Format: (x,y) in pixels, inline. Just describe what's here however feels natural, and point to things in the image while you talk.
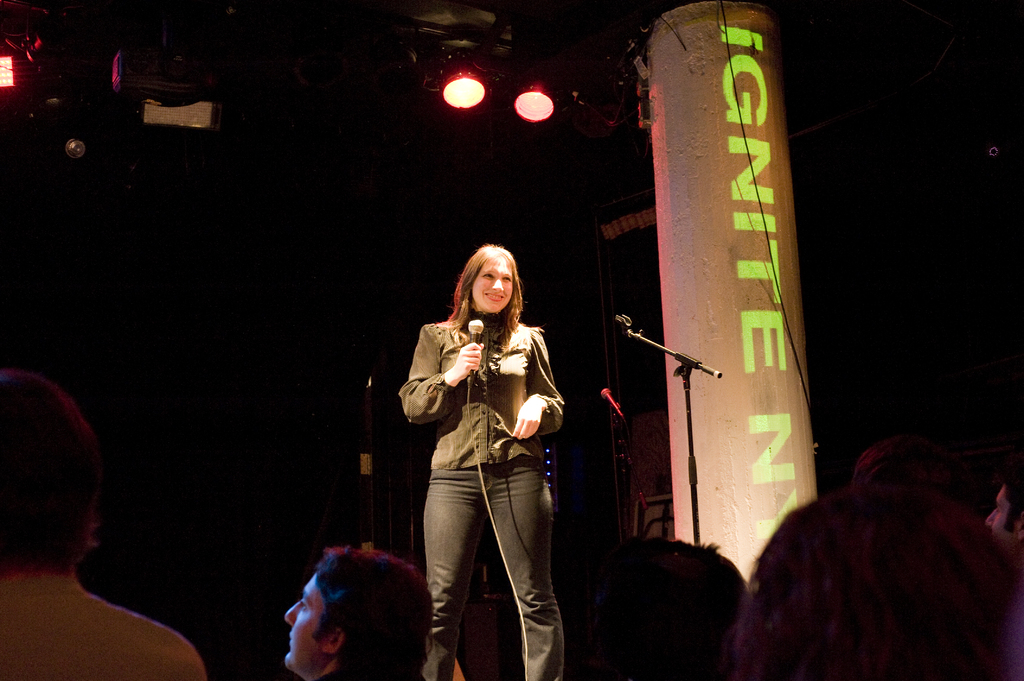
In this image we can see a women (541,348) standing on the stage (606,510) while holding a mic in her hands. These are the show lights (527,107).
